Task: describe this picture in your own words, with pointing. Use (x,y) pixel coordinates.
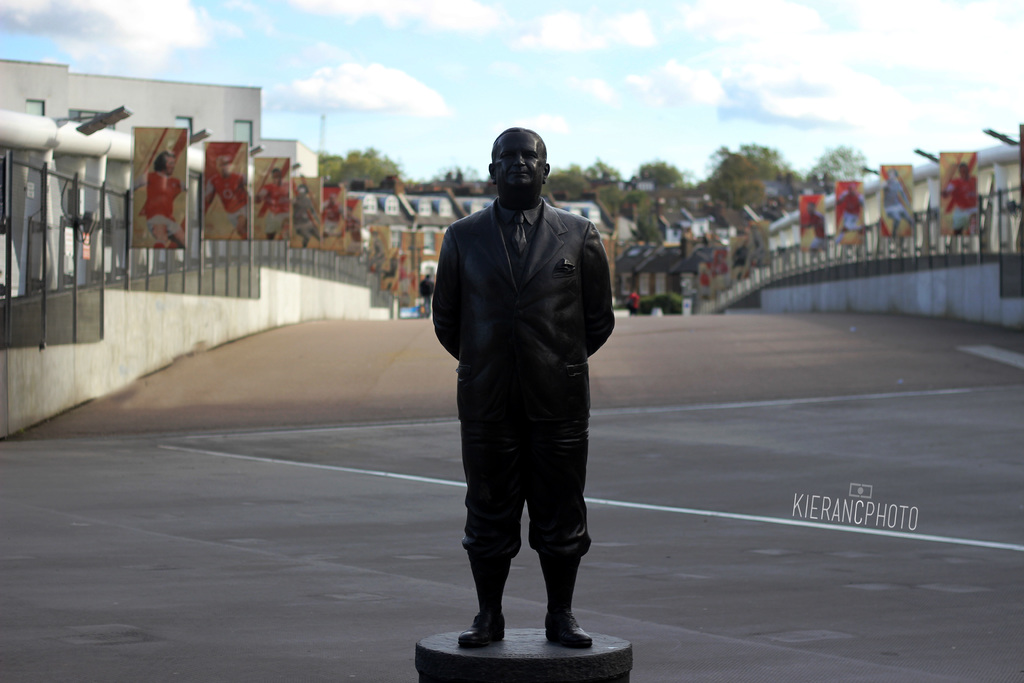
This image consists of a statue (532,386) in the middle (504,360). There are trees (751,194) in the middle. There is sky (522,58) at the top (546,68). There are buildings (615,219) on the left side (217,258) and right side (717,205).
